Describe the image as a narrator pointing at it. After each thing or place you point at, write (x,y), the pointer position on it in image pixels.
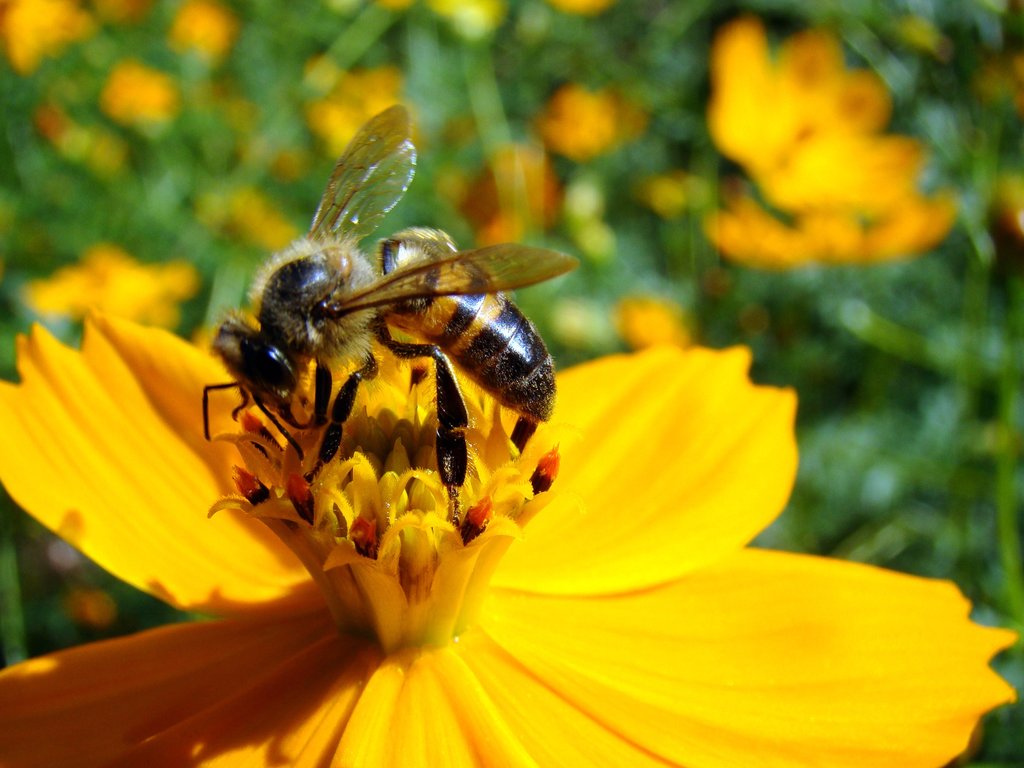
In this image, we can see yellow color flower (567,621) and there is a bee (421,309) on the flower (336,462), in the background (958,98) we can see some flowers (117,104) and leaves (421,104).
